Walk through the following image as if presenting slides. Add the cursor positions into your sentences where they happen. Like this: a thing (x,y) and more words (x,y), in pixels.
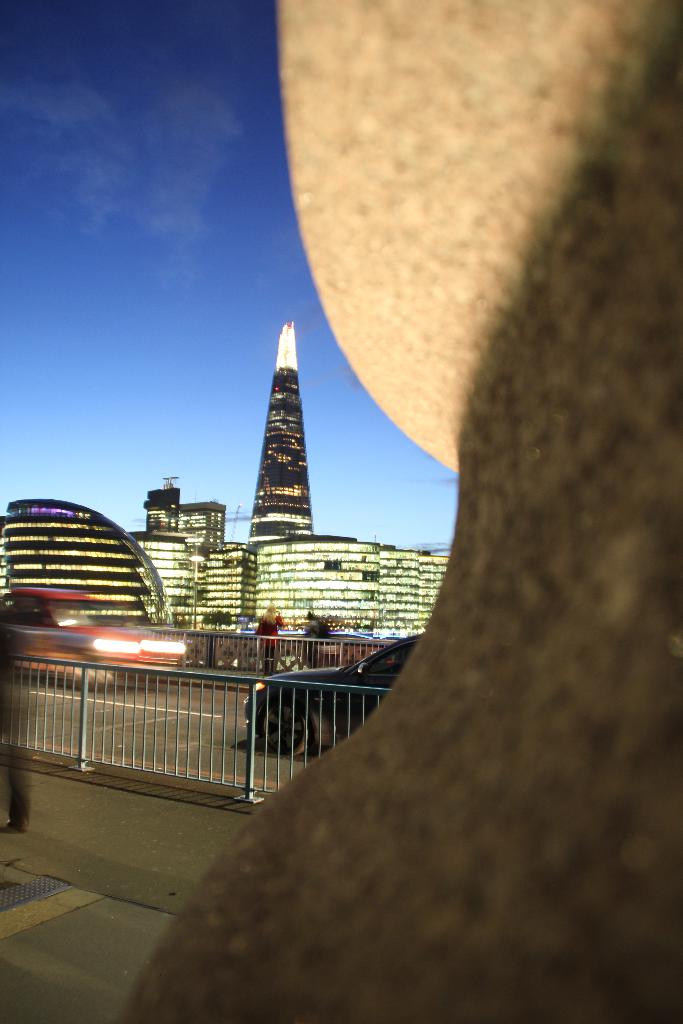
This image consists of buildings (349,607) and skyscrapers (122,530). At the bottom (104,909), there is a road (131,716). In the middle (290,680), we can see a fencing (236,729) along with a car (292,715). At the top (202,235), there is sky (236,360). On the right (583,486), it looks like a wall (495,421) or a tree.
